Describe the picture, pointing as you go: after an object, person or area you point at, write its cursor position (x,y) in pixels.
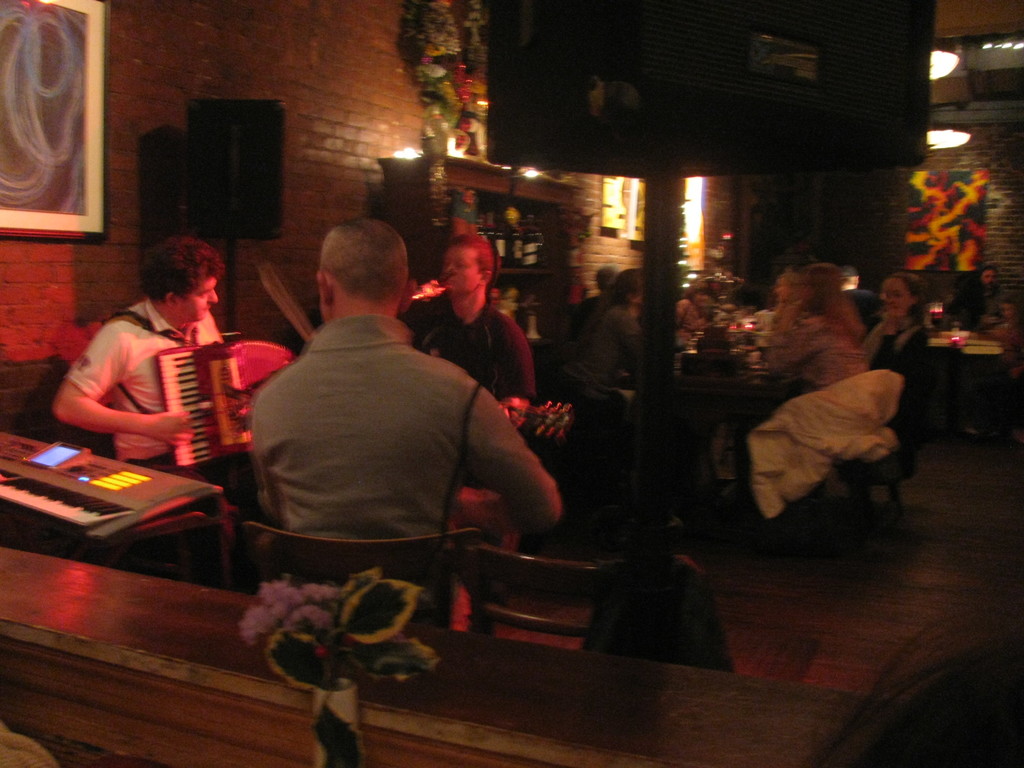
In this picture we can see a flower vase (344,709), musical instruments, some people (479,362) are sitting on chairs (860,395), tables (735,400) on the floor (738,543), bottles (519,249), speaker (250,190), frames (92,116) on the walls (111,148), lights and some objects (805,98).
